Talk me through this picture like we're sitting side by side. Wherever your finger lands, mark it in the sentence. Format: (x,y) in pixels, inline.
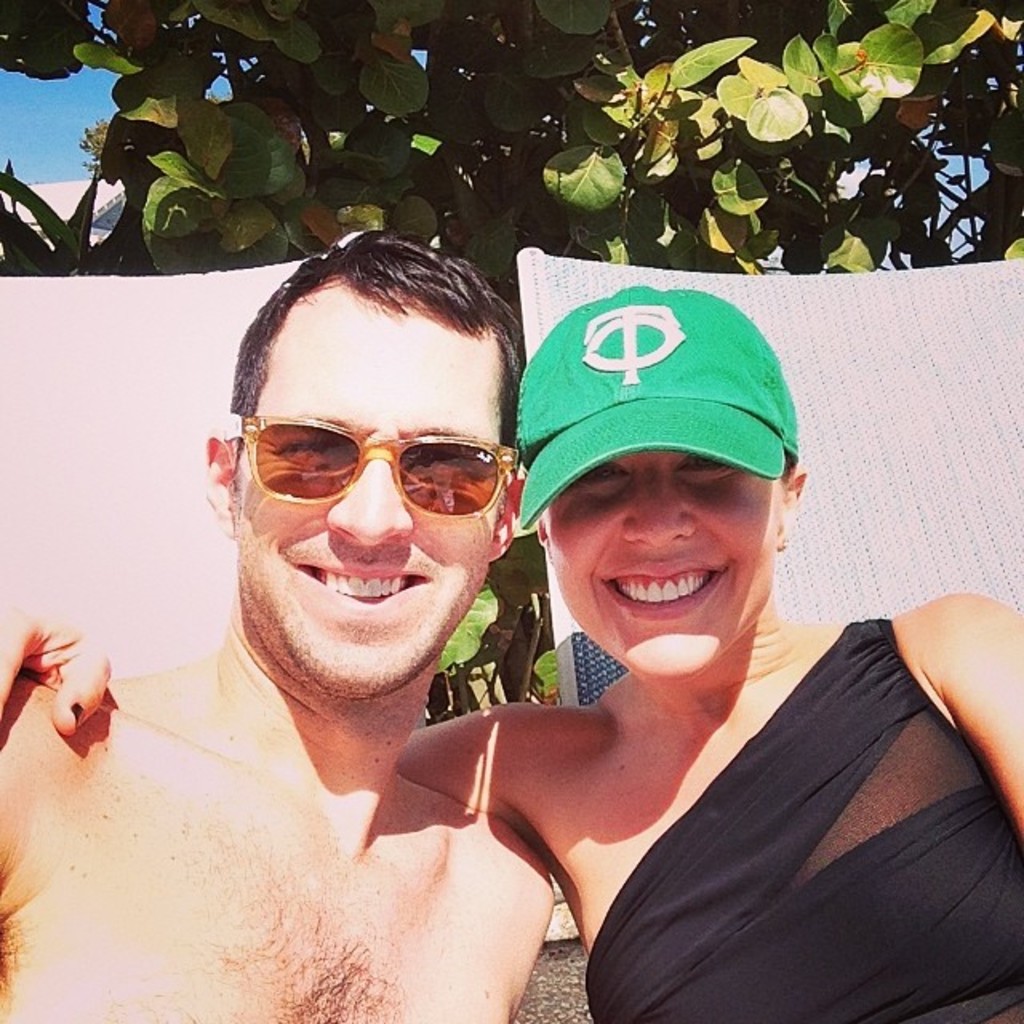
On the right side (797,688), there is a woman (808,743) in a black color dress (815,784), wearing a green color cap (668,424), smiling and keeping a hand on the shoulder (182,746) of a man (412,447) who is wearing a sunglasses (415,454) and is smiling. In the background (844,80), there are trees (275,167) and there is blue sky (68,132).
